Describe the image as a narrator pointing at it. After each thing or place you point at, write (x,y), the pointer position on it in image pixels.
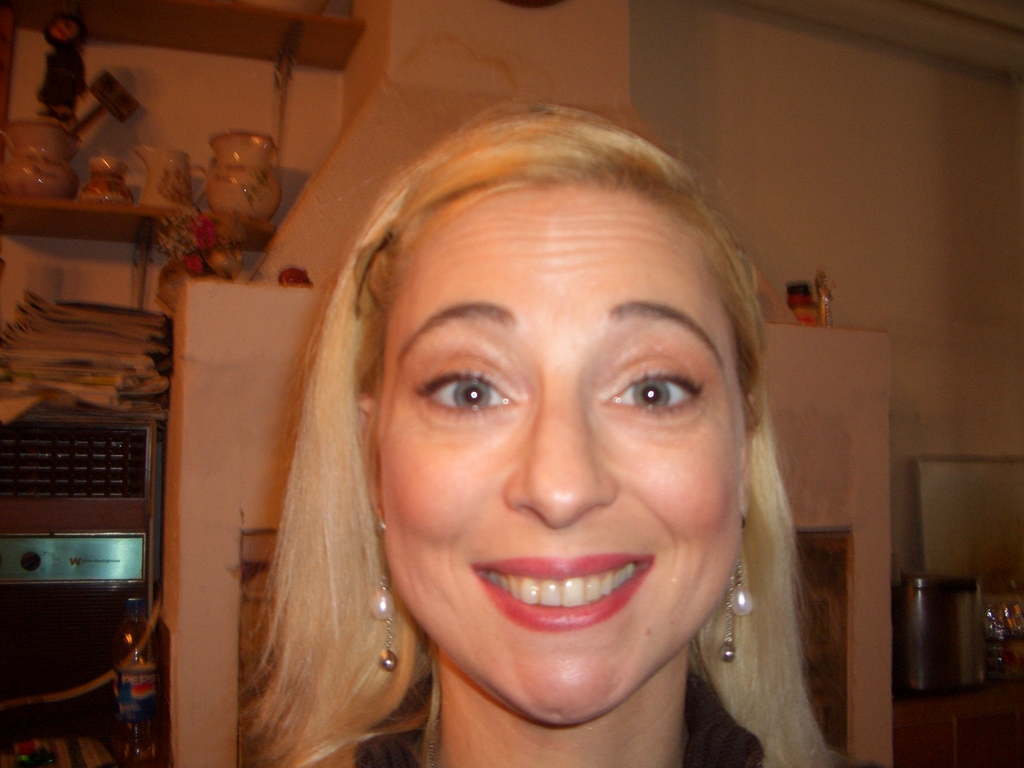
In this picture I can see a woman (456,399) smiling, there are some objects (62,145) on the rack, there is a bottle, these are looking like papers (72,371) or books (94,391) and there are some other objects (127,473), and in the background (737,105) there is a wall (911,191).
